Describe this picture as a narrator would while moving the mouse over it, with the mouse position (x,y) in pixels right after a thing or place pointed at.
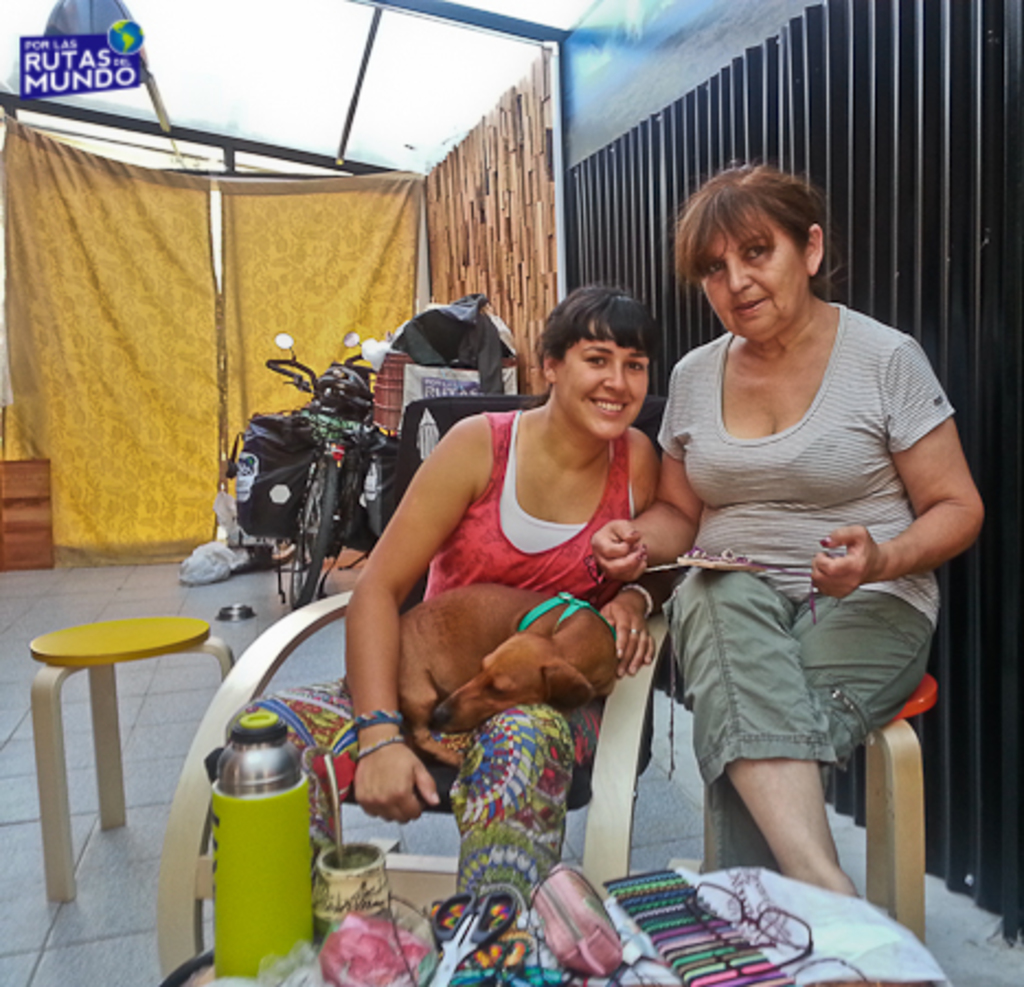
There is a woman (733,368) sitting on this chair (889,829) and she is on the right side (883,865). There is another woman (565,756) who is sitting on a chair (615,856) and there is a dog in her lap (562,744) and she is into the left side (335,697). In the background (322,429) we can see a bicycle (318,456), a curtain (175,310) and a basket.
